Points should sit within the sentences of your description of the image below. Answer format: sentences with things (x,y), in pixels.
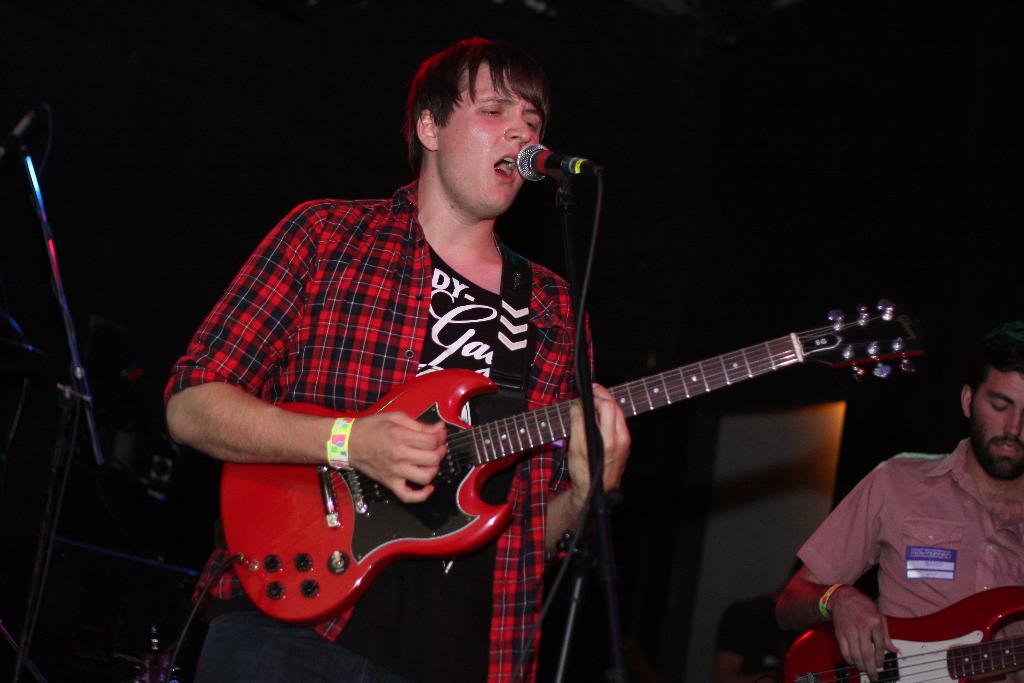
This image describes about a man (342,324) who is singing and playing a guitar (458,369) with his hand (428,467). At the background (873,523) there is another man (982,524) who is also playing the guitar (902,657) with his hand (847,619) and to the left side (24,129) we can see a mic (10,139) and a mic stand (53,255).
